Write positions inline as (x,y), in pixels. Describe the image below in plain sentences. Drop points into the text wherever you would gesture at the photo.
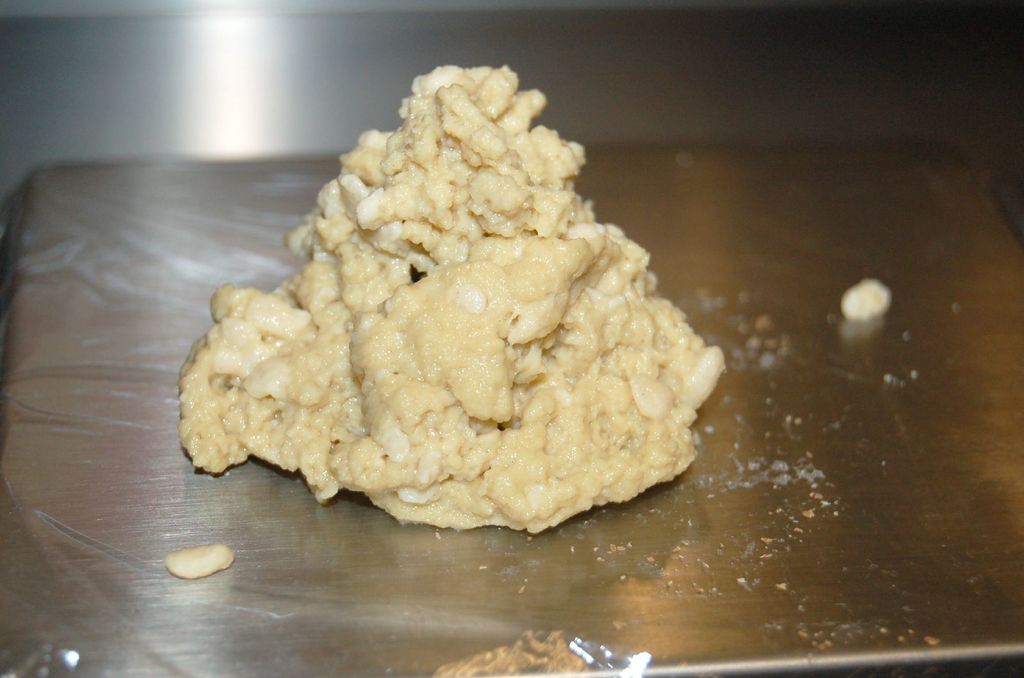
In the picture there is some food item (427,323) kept on a sheet (338,578) that is kept on steel table (561,627).
